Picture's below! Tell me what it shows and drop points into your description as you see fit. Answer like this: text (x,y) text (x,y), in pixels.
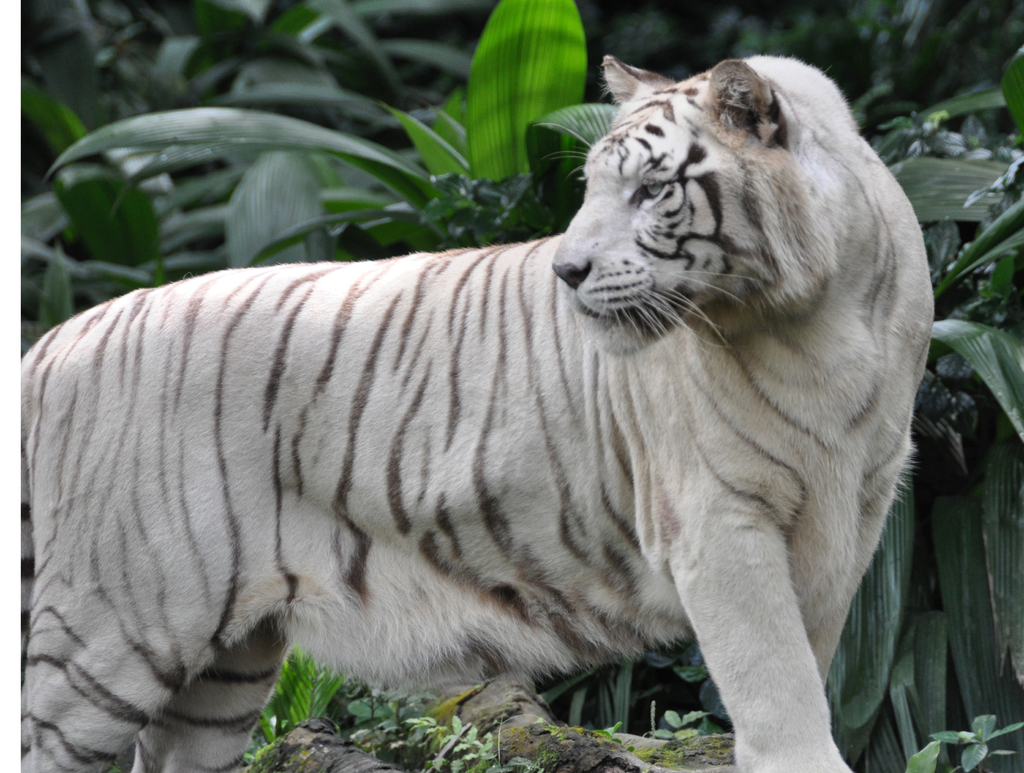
In this picture there is a tiger (848,332) standing. At the back (63,59) there are plants (852,66). At the bottom (325,748) there might be a tree branch (515,697).
